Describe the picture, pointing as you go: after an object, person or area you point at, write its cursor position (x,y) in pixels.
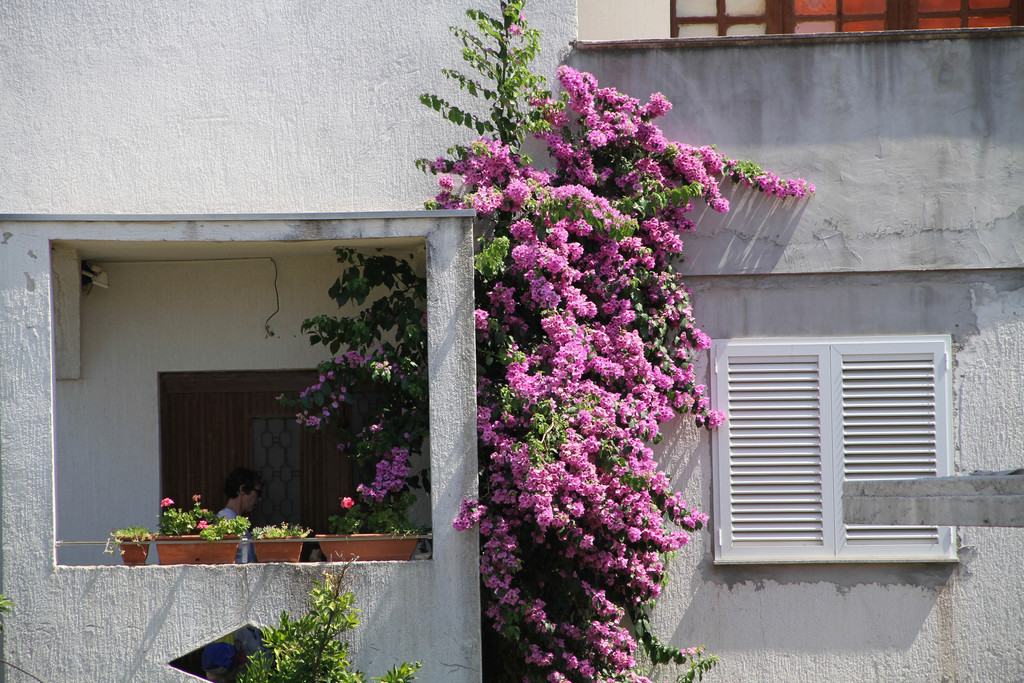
This picture shows a building (458,5) and we see a human (247,508) standing and we see trees (641,555) with flowers (577,376) and plants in the pots (178,550) and we see a window (755,470).
